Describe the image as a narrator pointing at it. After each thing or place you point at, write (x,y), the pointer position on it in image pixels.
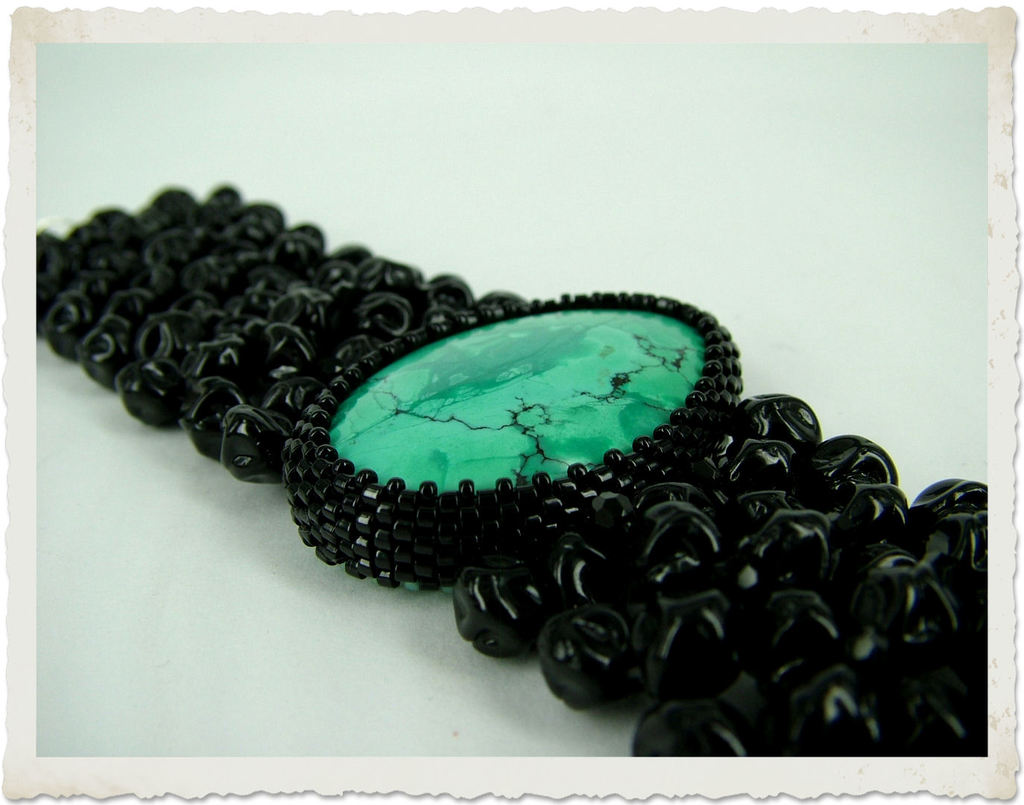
In the picture we can see a photograph of a black color band (406,521) with a green color glass (464,392) in the middle (471,407).
